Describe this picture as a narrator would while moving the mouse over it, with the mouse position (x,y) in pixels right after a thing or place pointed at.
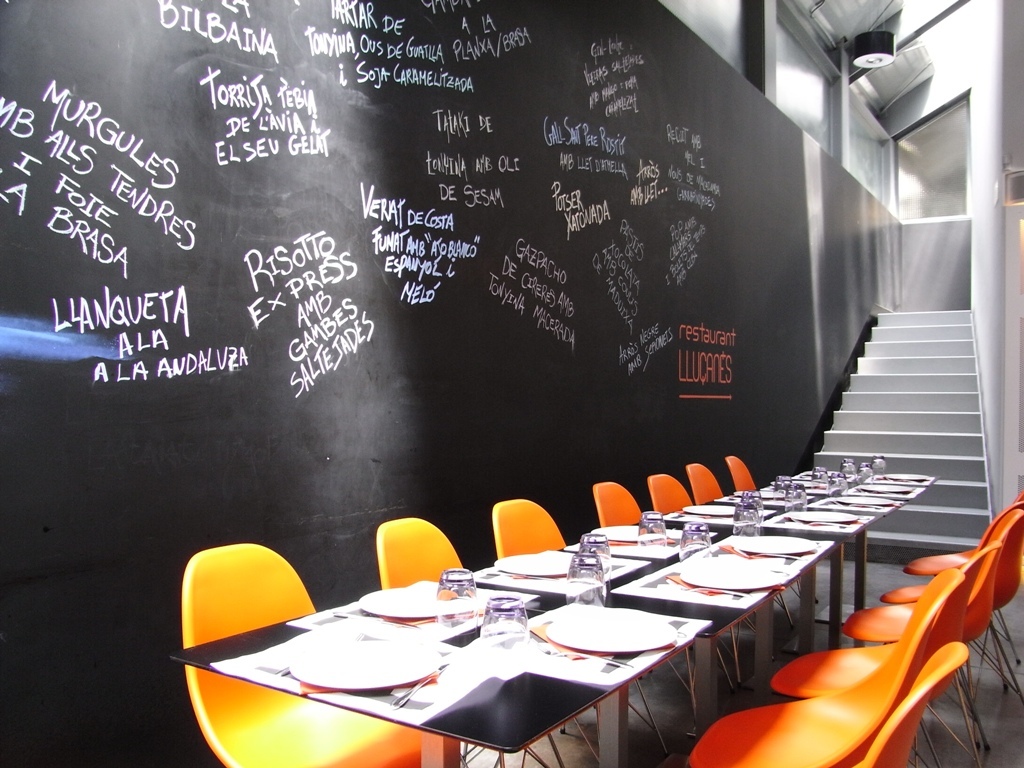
On this table (534,699) there are plates (705,559) and glasses (610,570). Beside this table (523,685) there are orange chairs (903,590). Here we can see steps (940,388). Something written on this black wall (377,303).
